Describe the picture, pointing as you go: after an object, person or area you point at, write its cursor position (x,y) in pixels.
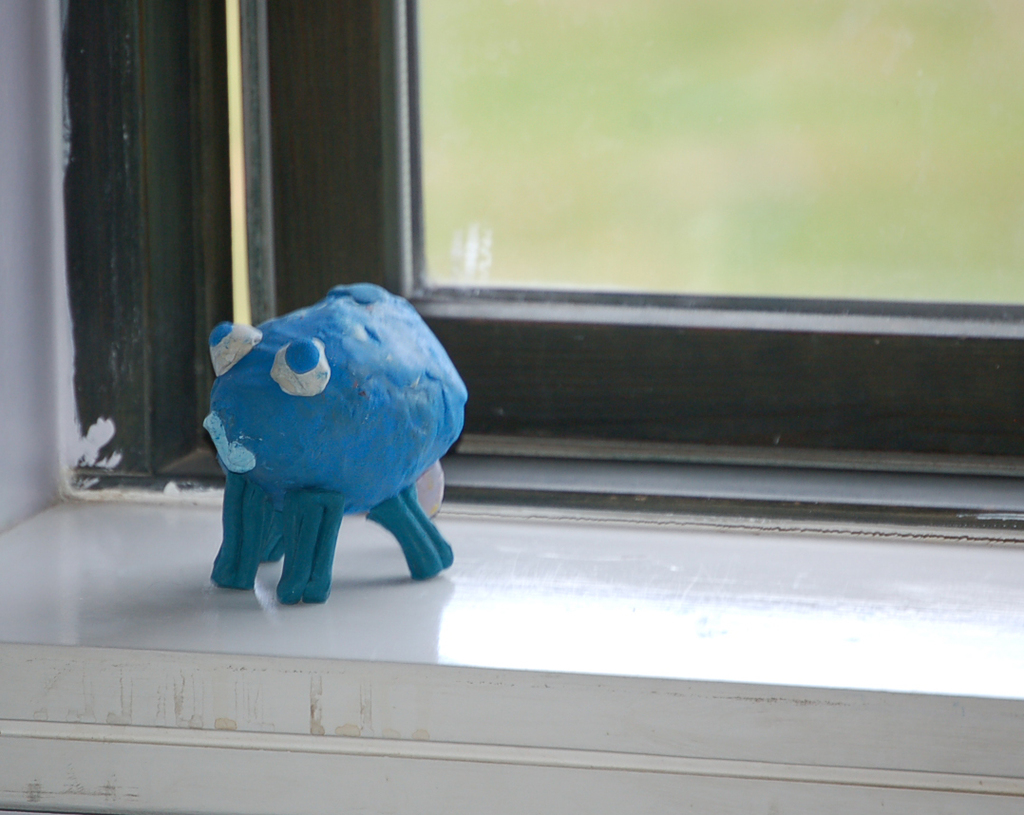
This image consists of a toy (276,351) in blue color is kept on a wall (568,595) near the window (551,297). In the background (475,169), there is a window (561,280). The toy (244,478) looks like octopus (324,528).
